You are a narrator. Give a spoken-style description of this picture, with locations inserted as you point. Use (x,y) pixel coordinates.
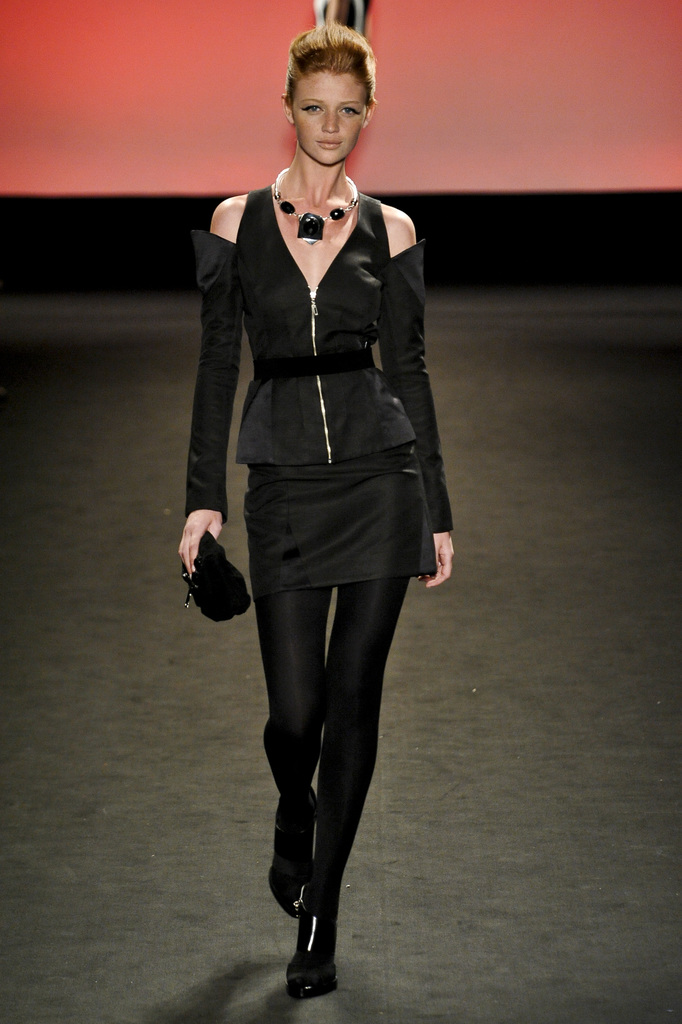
This image is taken indoors. In the background (223,53) there is a wall (388,152). At the bottom of the image (368,908) there is a floor (227,650). In the middle of the image (260,558) a woman (253,295) is walking on the floor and she is holding a purse (230,579) in her hand (217,515).
